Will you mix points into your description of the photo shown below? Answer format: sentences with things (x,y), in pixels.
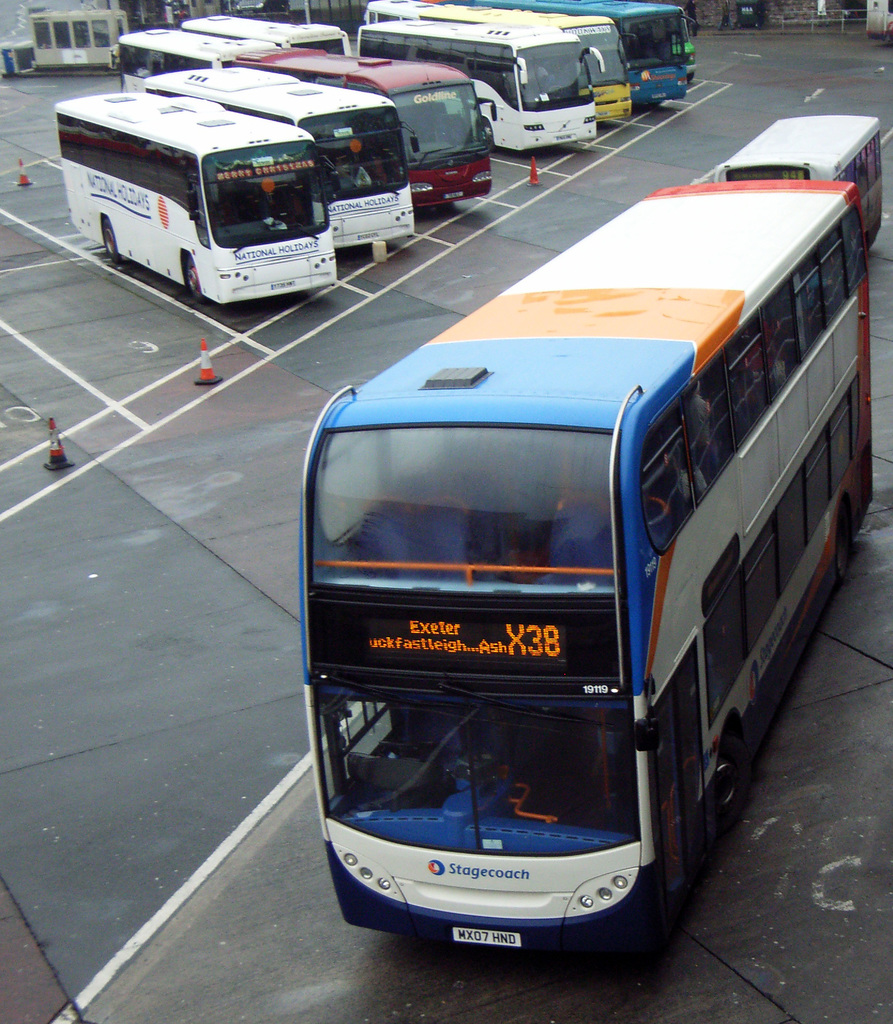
In this picture I can observe some buses (270,179) parked on the road (252,341). There are white, maroon, yellow and blue color buses (599,78). On the right side (601,639) there is LED screen (427,626) on the bus (491,586). I can observe traffic cones (205,382) on the road (405,292).
